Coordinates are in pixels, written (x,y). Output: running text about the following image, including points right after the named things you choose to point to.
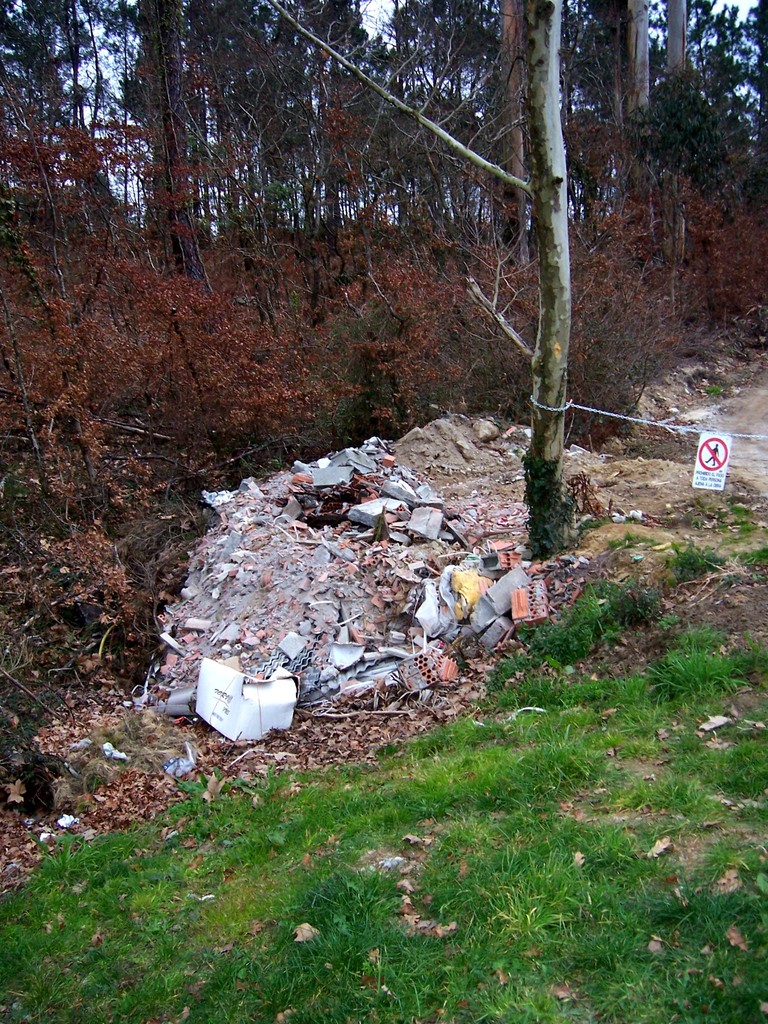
In this image I see the ground (642,471) on which there is green grass (250,853) and I see the garbage waste (367,583) over here and I see number of trees (357,81) and plants (392,372).
